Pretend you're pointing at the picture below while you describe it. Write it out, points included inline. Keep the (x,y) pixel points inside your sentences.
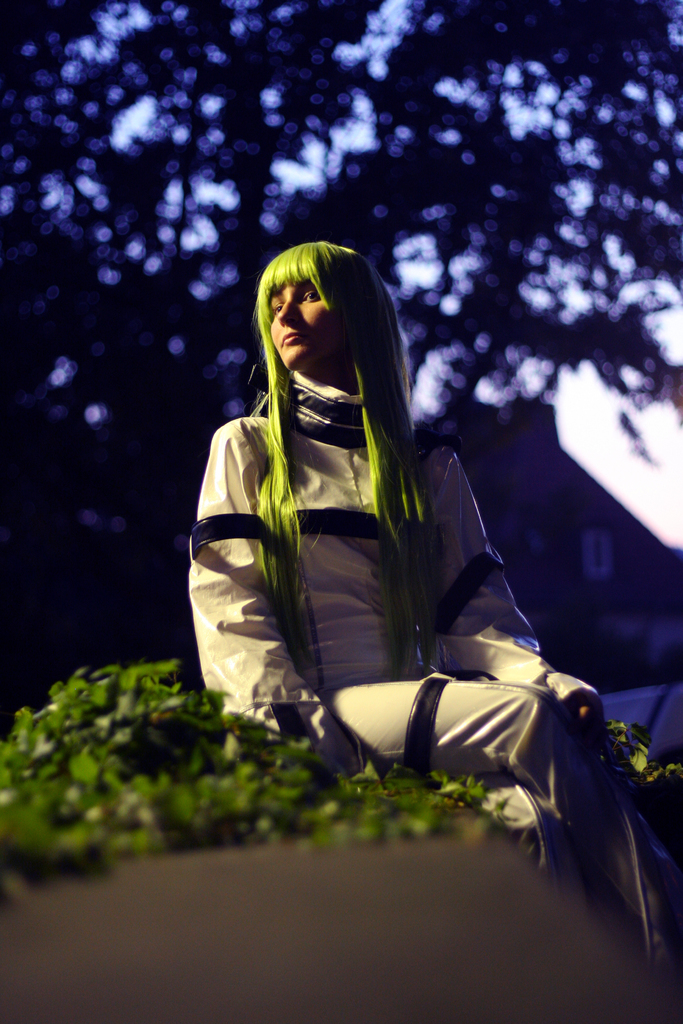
Here we can see a woman (405,681) sitting on a surface (420,891). There are plants (121,747), trees (239,251), and a house (566,499). In the background (635,480) there is sky (645,493).
